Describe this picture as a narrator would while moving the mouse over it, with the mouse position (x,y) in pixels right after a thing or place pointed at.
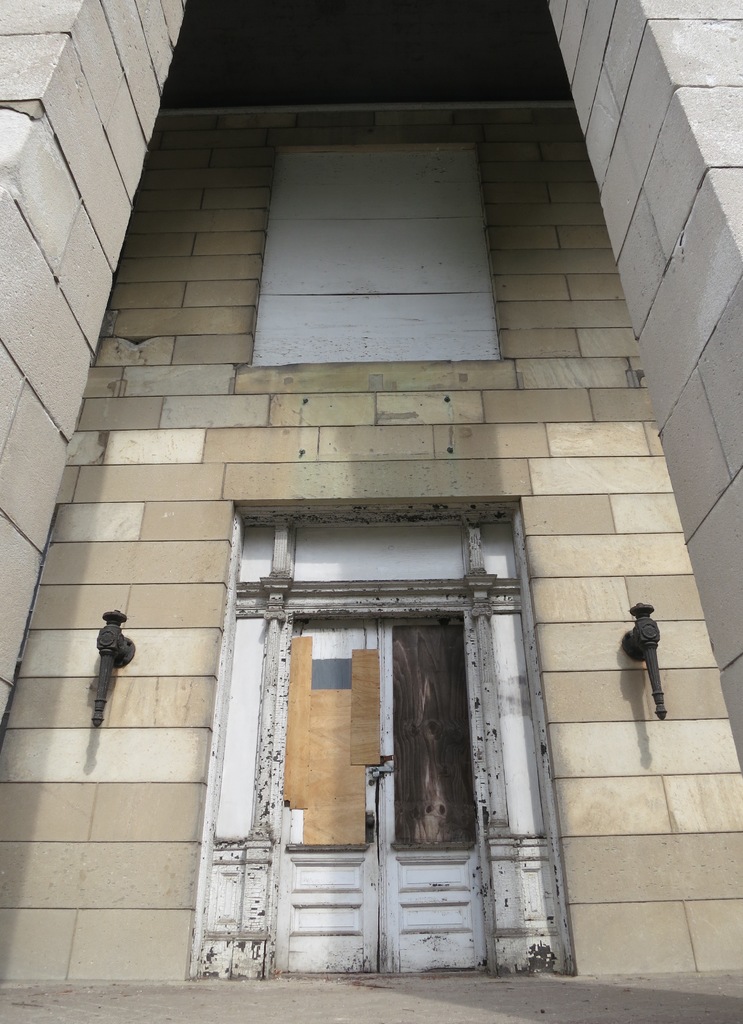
In this image I can see the building (157,440) which is cream and ash in color and I can see a huge door (415,721) which is white in color and two black colored objects (633,612) on both sides of the door (372,625).
